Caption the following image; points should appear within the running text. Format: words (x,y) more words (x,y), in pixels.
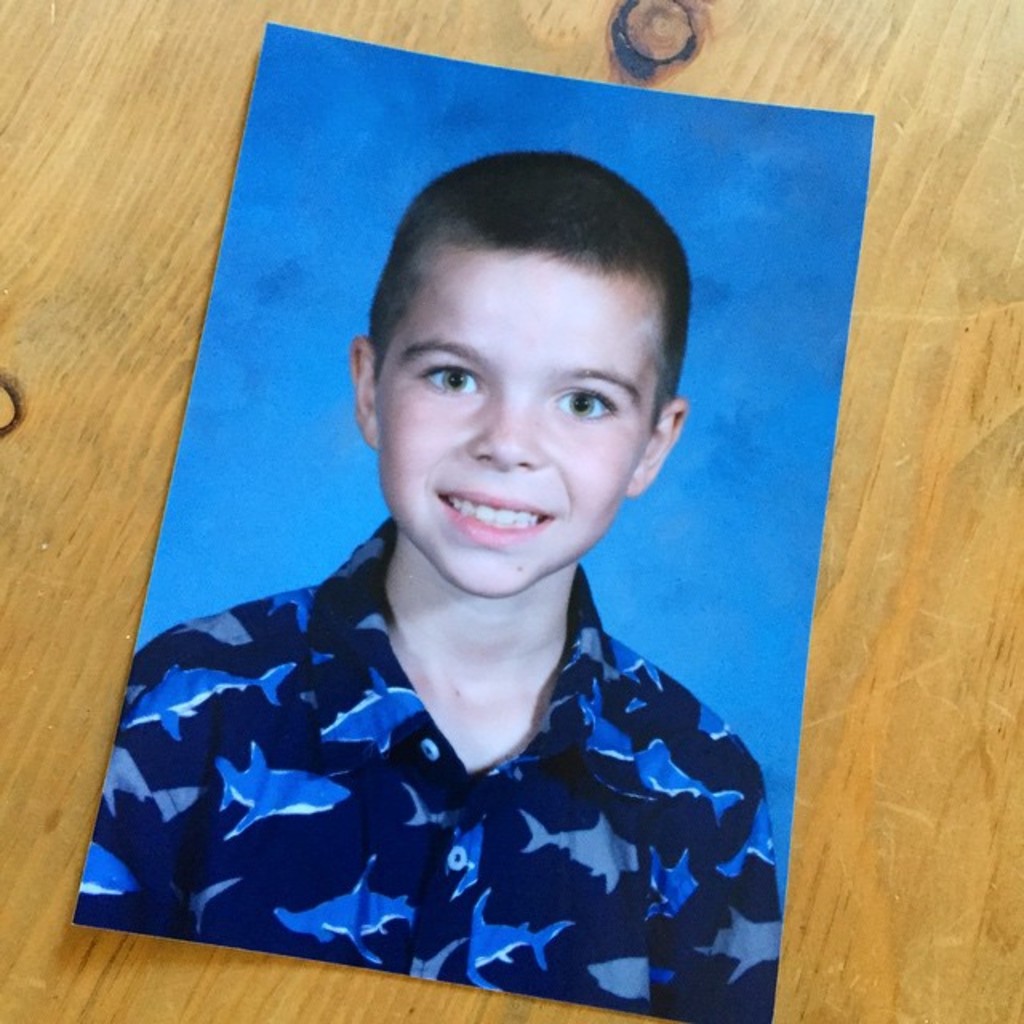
In this image, we can see a photo (380,319) of a person (451,554) placed on the wooden surface (880,734).
